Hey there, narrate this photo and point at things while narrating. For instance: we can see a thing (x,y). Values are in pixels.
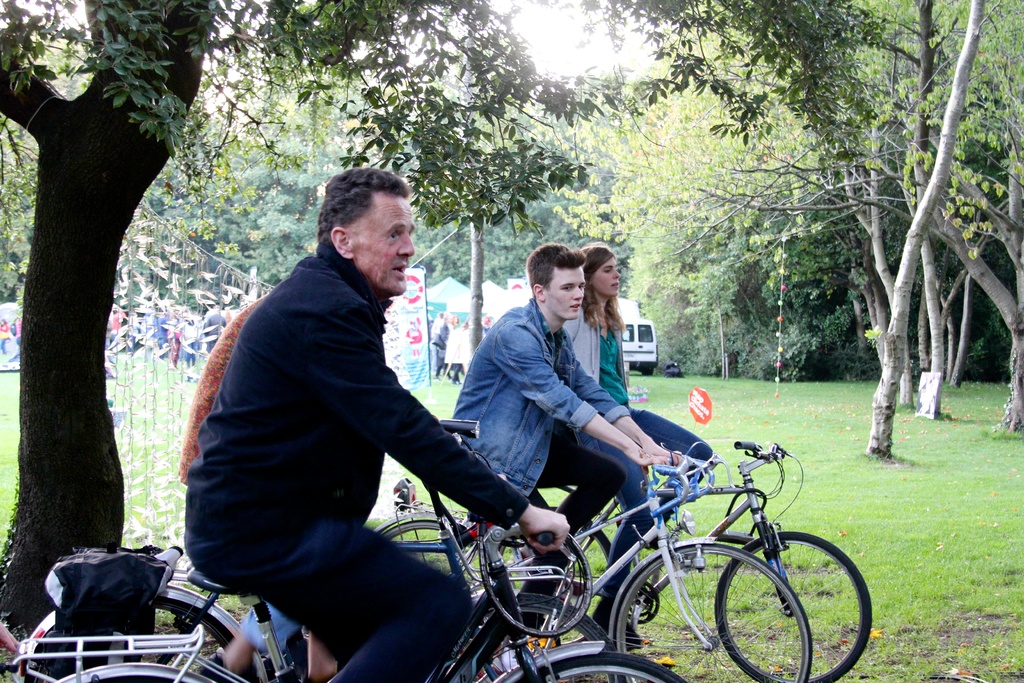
In the image there are few people (278,557) on bicycle (551,622) and in background (911,352) there are trees (94,220). The whole land (952,571) is of grass (965,582) and in background (636,339) middle there is a vehicle (640,352).
